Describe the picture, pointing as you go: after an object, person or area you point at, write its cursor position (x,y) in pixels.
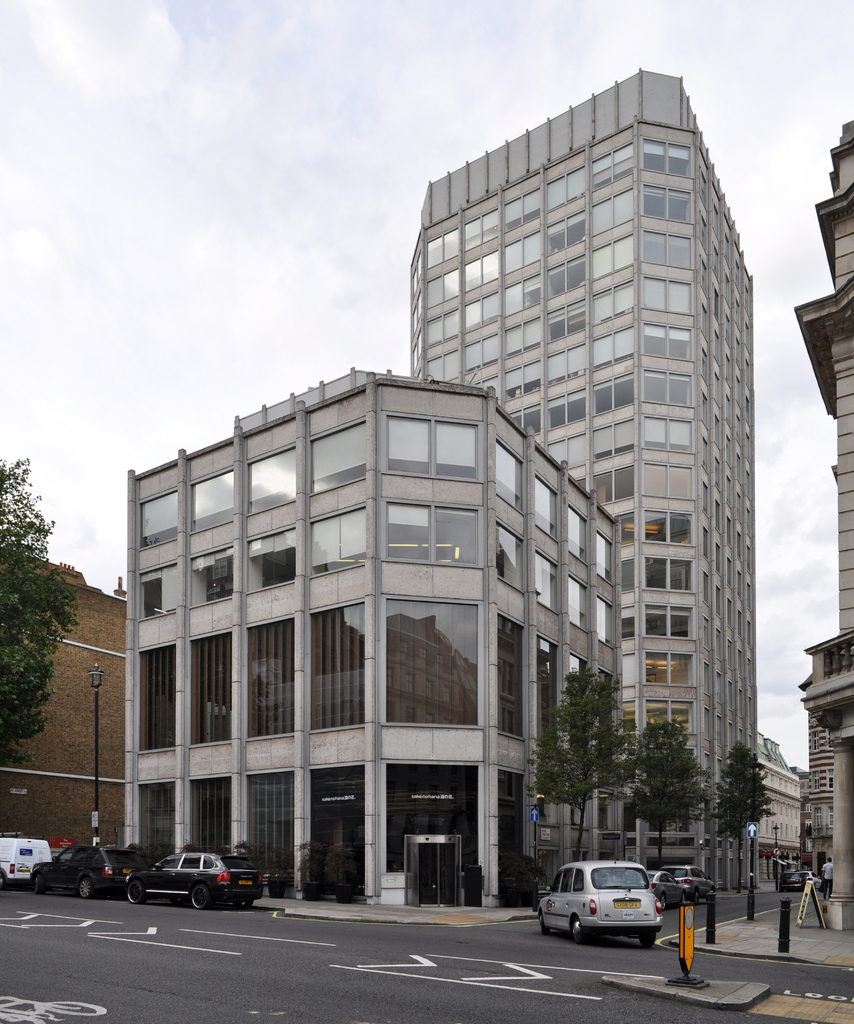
In this image I can see the road (260,938). On the road (393,931) there are many vehicles (159,871). To the side of the road (529,966) I can see the boards (682,937), many trees (19,730) and the light pole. In the background (336,504) there are buildings (384,416) and the white sky (250,214).
